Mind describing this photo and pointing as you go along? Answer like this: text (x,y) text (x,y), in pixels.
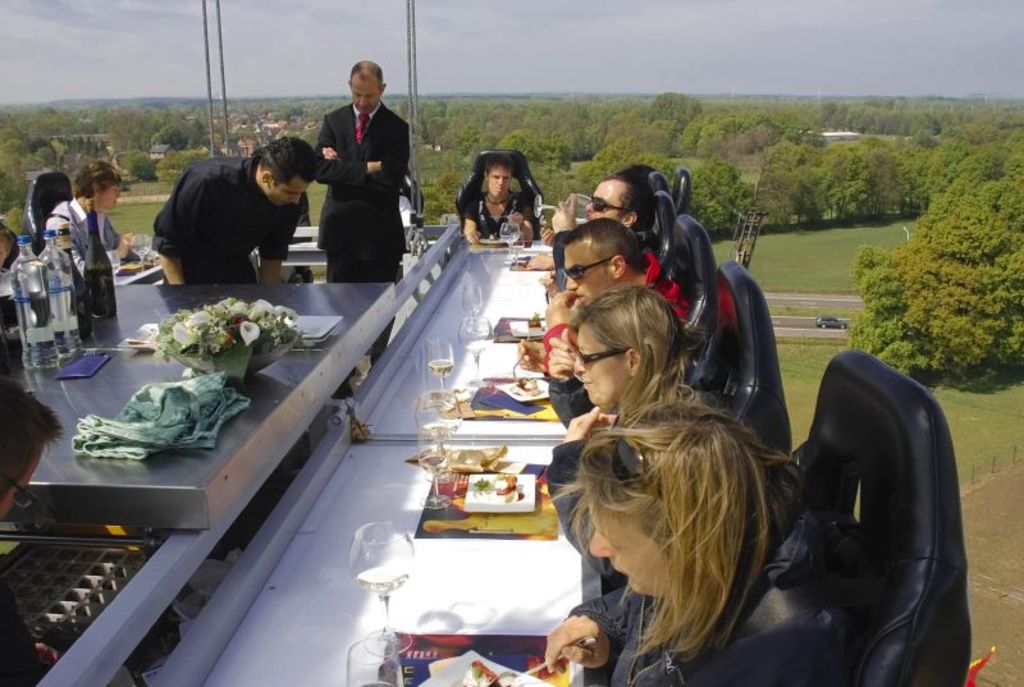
On the background (633,48) we can see sky (572,59), trees (791,112), road (809,335), a car (829,325) and fresh green grass (809,245). Here we can see few persons (704,627) sitting on chairs (748,384) in front of a table (302,519) and on the table (485,613) we can see a plate of food (529,324), water glasses (372,647), flower bouquet (246,376), a towel (161,415). we can see two persons (335,207) standing here near to the table (133,380).
